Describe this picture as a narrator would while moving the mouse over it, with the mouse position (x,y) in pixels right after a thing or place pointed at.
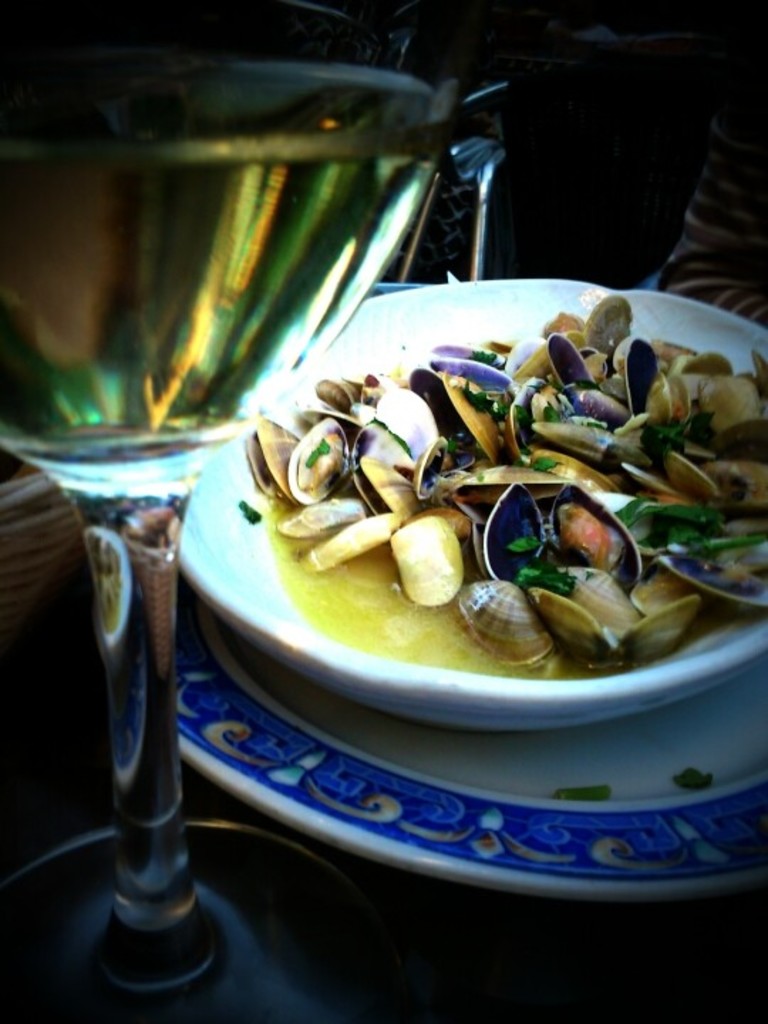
In this image there is a plate (451,790) on which there is a bowl (556,662). In the bowl (556,604) there are shells (541,408). On the left side (134,420) there is a glass (188,380) in which there is drink (210,246).
